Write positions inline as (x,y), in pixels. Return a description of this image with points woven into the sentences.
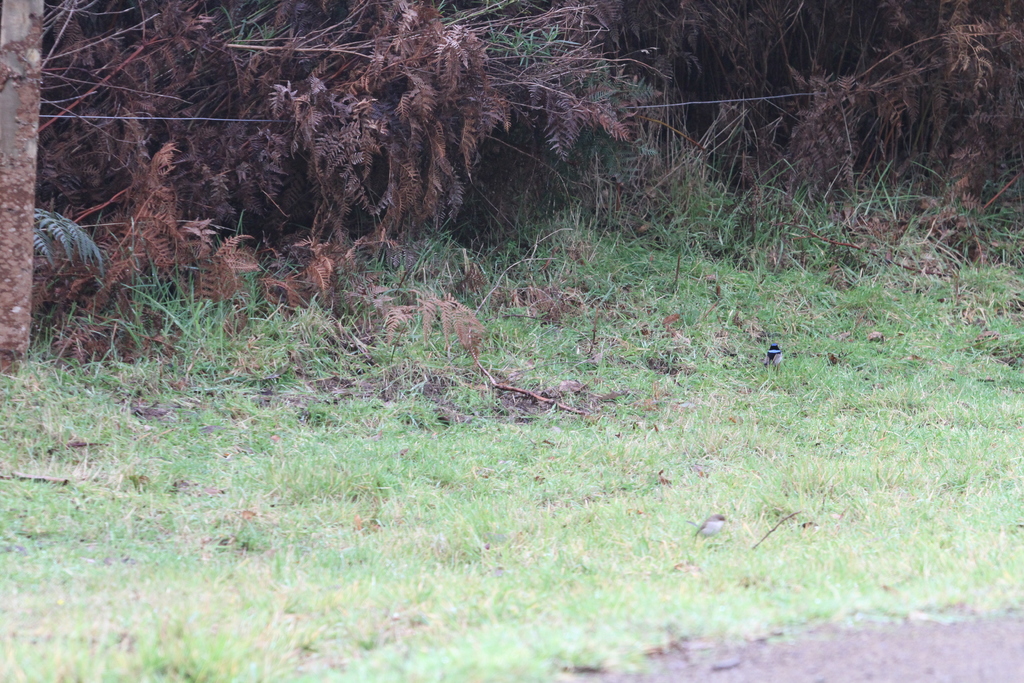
This image consists of green grass (598,579). In the background (893,136), there are plants (532,147). At the bottom (965,674), there is a road (930,674).
